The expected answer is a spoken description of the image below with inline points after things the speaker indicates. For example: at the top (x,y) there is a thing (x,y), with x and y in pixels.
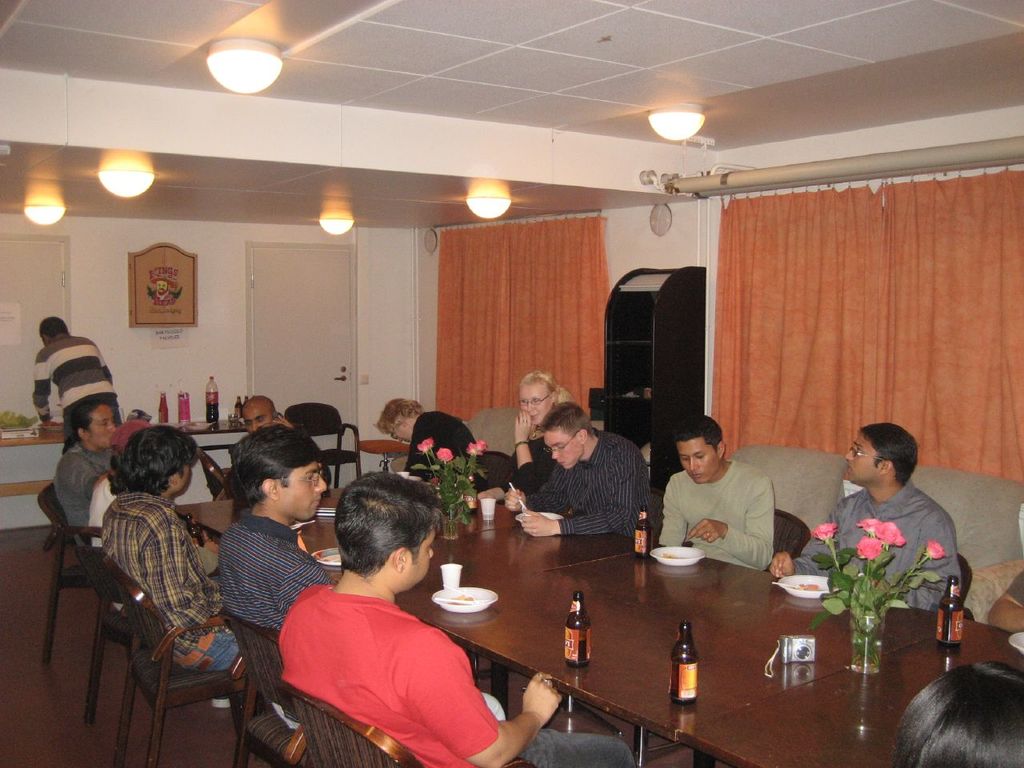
On top (108,189) there are lights (666,123). These group of people (820,550) are sitting around this table (560,568), on this table (624,646) there are bottles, glasses (450,571), plates (808,583) and flower vase (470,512) with flowers (870,538). A board (149,289) is on wall (106,293). This is door (298,346) with handle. In-between of this curtains (761,324) there is a cupboard (667,344). Far a person (75,403) is standing, In-front of this person (75,361) there is a table (188,433), on this table (202,433) there are bottles (182,402).
